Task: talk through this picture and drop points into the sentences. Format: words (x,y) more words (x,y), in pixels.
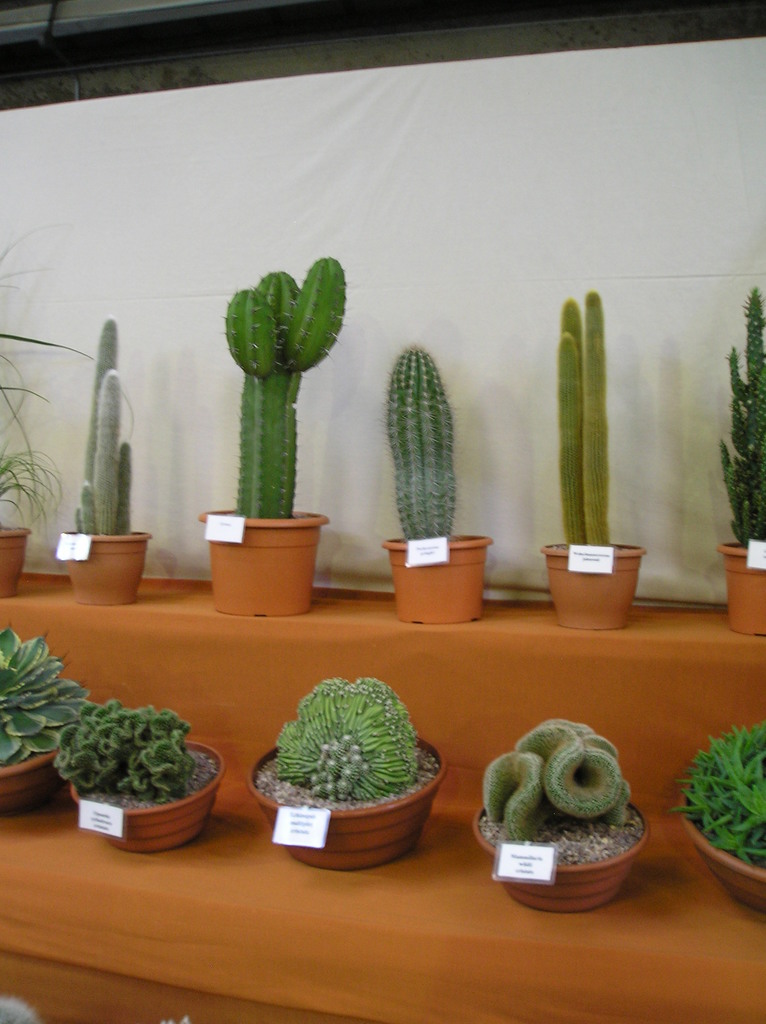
In this picture I can see cactus plants (757,538) and few other plants (729,735) in the flower pots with tags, which are on the tables (215,982), and in the background (633,470) there is a cloth (384,242).
